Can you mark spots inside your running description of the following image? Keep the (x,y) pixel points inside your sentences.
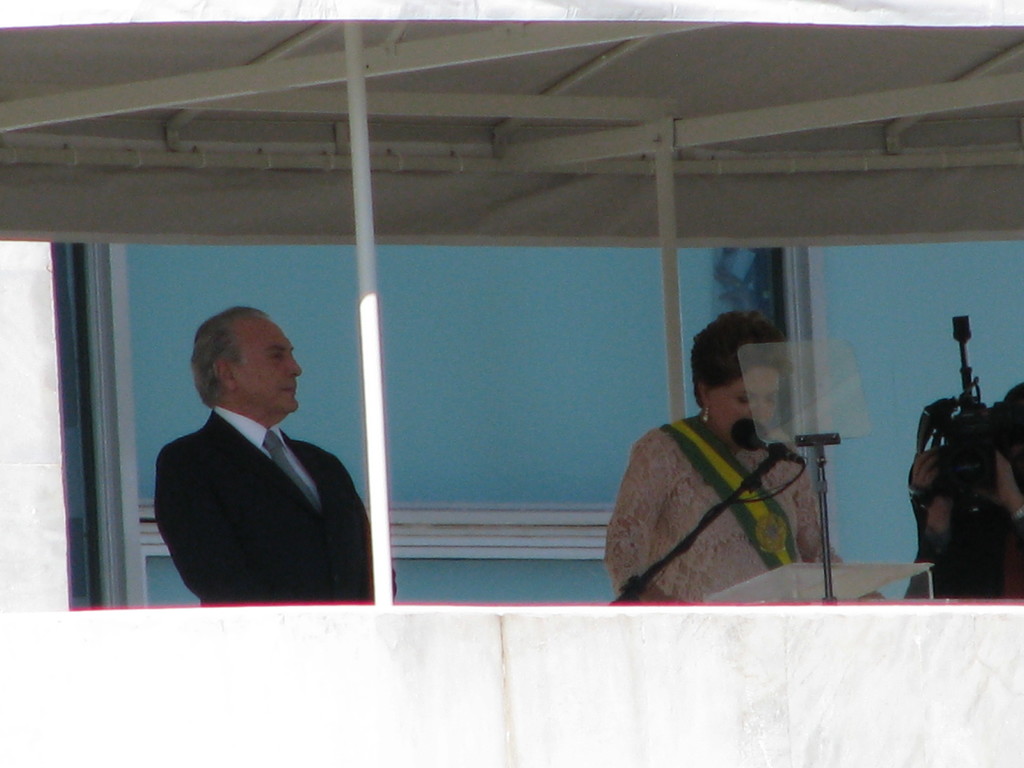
In the image there is a woman (728,478) giving some speech and beside her there is a man (277,498) standing and on the right side (943,477) there is a photographer (949,503) and behind the woman (729,422) there is a blue surface (657,314).
